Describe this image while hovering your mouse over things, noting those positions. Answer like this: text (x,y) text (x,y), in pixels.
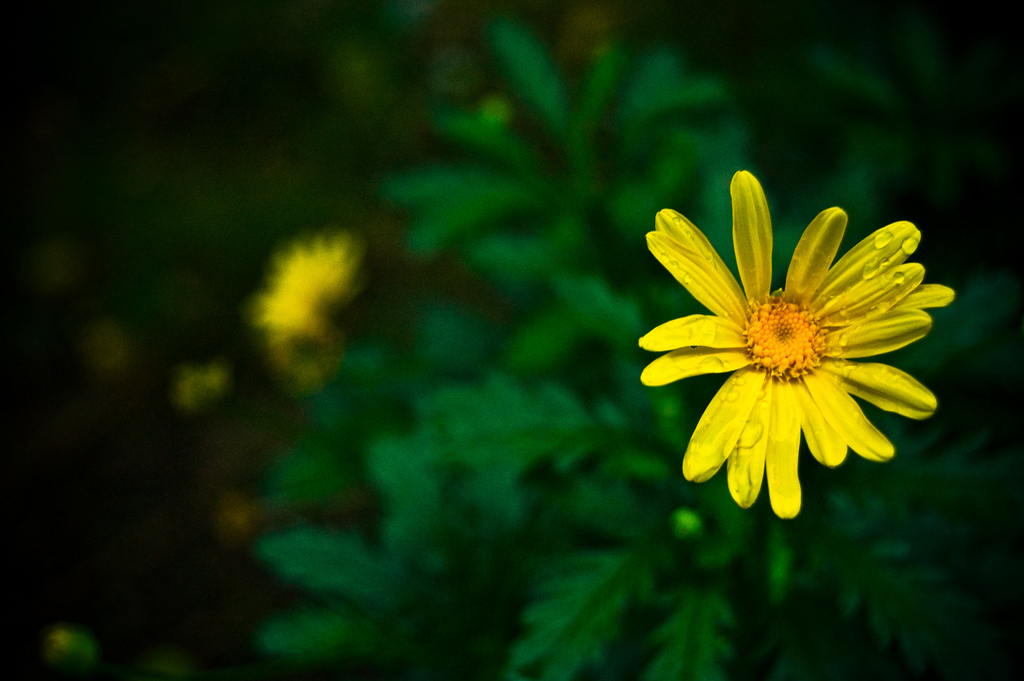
In this image, I can see a flower (893,370), which is yellow in color. The background (522,424) looks slightly blurred. I can see a flower (299,240) and the leaves (554,441).
